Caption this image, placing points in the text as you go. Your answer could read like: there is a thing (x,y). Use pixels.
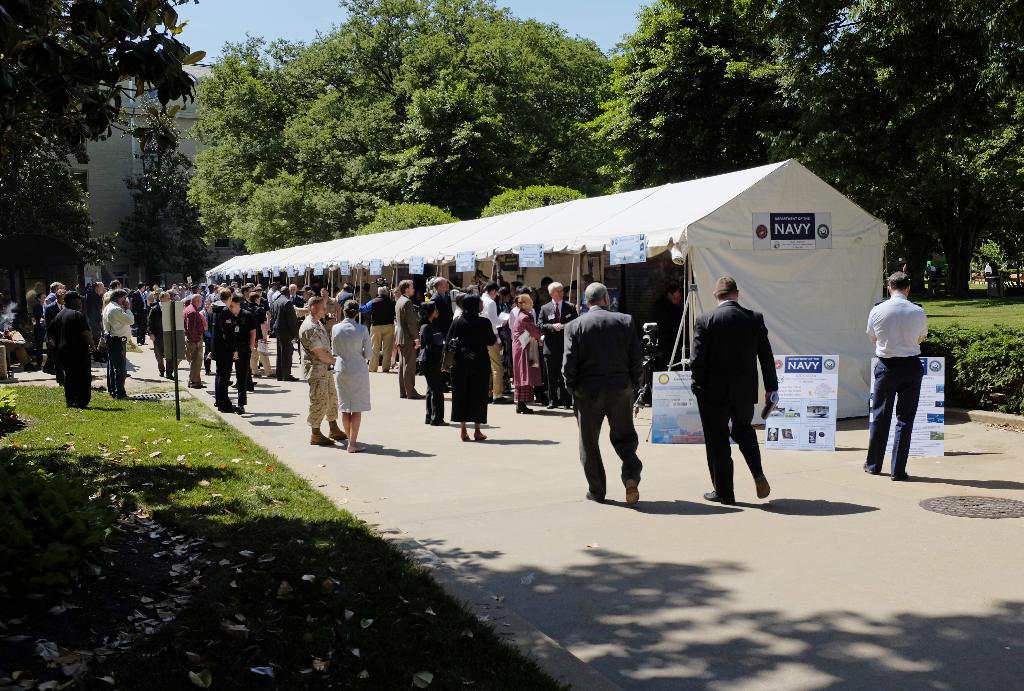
In this picture we can see group of people (405,326), few are standing and few are walking, in front of them we can find few hoardings (799,411) and a tent (703,243), in the background (373,230) we can find few trees (200,192), on the left side of the image (183,332) we can find a sign board (169,340) and a metal rod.
